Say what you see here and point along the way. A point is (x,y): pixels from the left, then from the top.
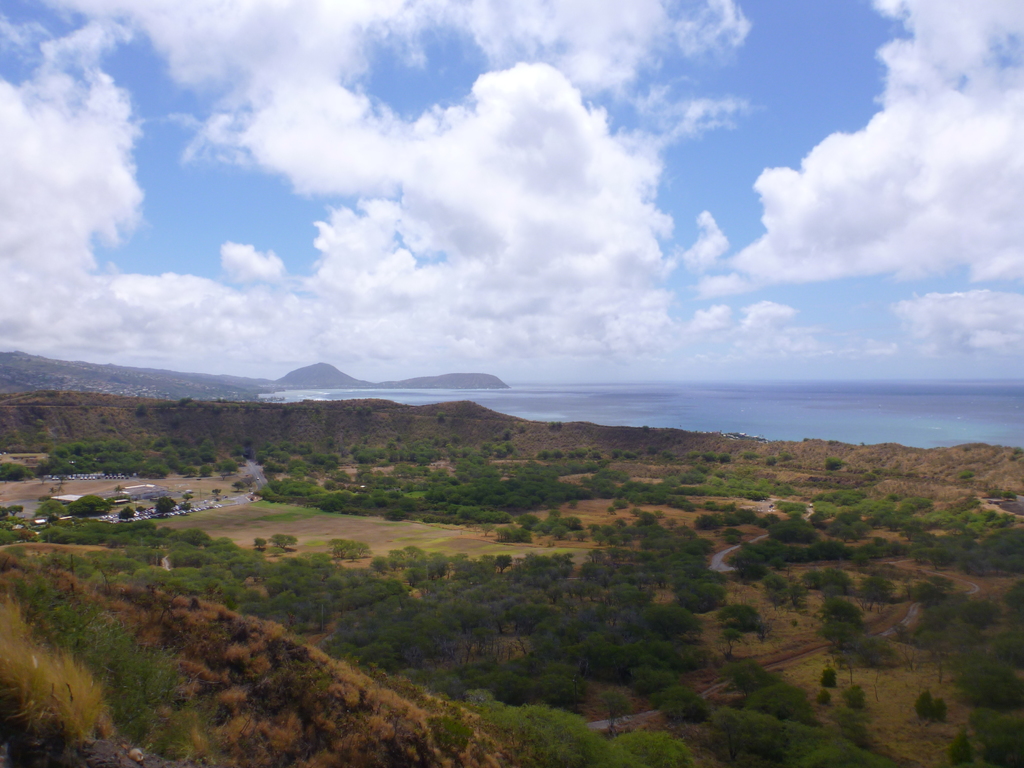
In this image, there are some green color trees (359,599), there is a sea (783,408), at the top (778,54) there is a blue color sky (740,158) and there are some white color clouds (613,148).
